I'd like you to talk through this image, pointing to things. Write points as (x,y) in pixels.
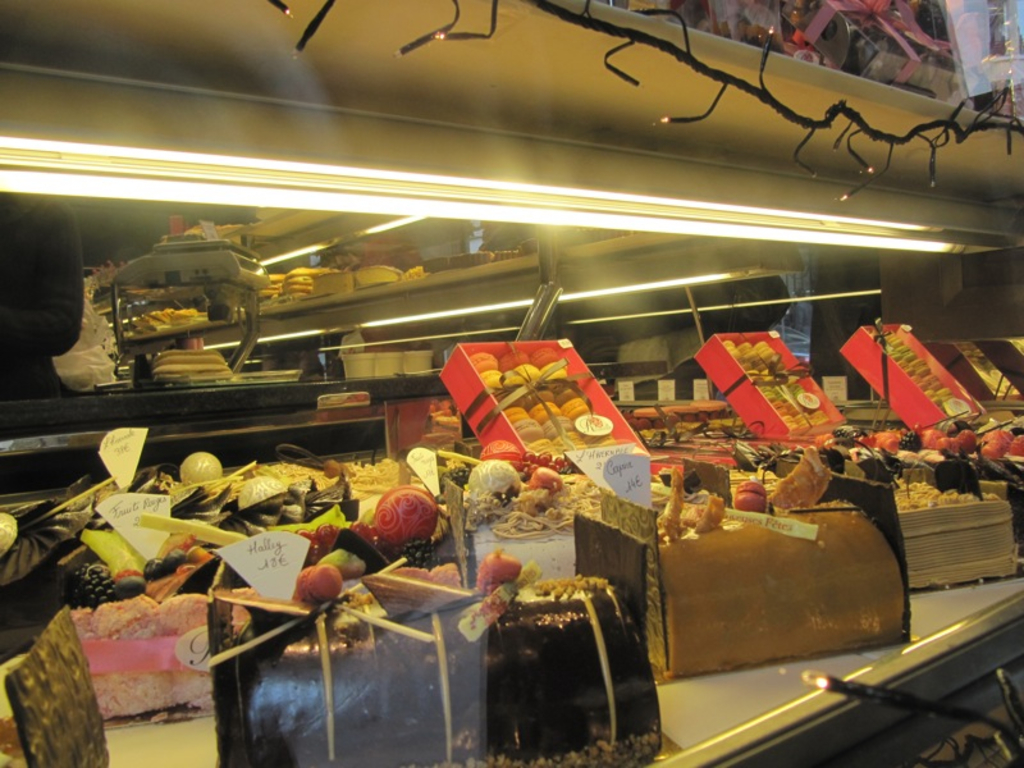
In this picture there are some biscuit and chocolate cakes (392,492) in the glass refrigerator (703,396). On top there are some decorative lights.
